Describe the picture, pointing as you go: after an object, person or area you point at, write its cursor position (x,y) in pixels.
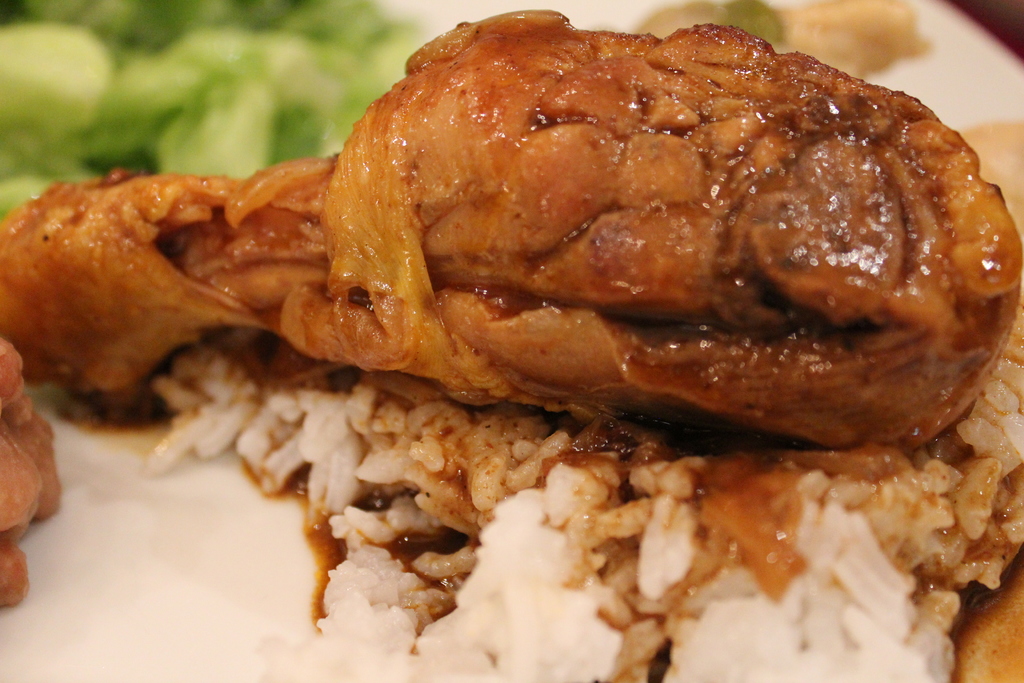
In this image there is some food (454,366) and rice (541,527) are on the plate (958,104).
